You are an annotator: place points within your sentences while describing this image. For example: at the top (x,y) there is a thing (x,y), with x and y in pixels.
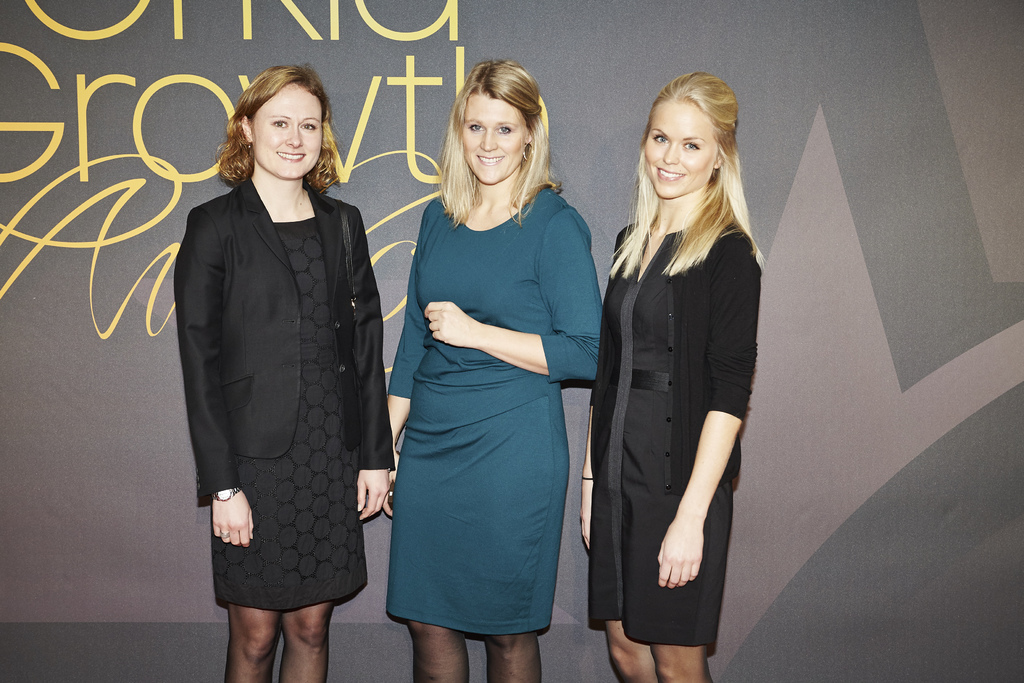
In the foreground of this image (684,507), there are three women (488,513) standing and posing to a camera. In the background (145,219), it seems like a wall (64,134).
